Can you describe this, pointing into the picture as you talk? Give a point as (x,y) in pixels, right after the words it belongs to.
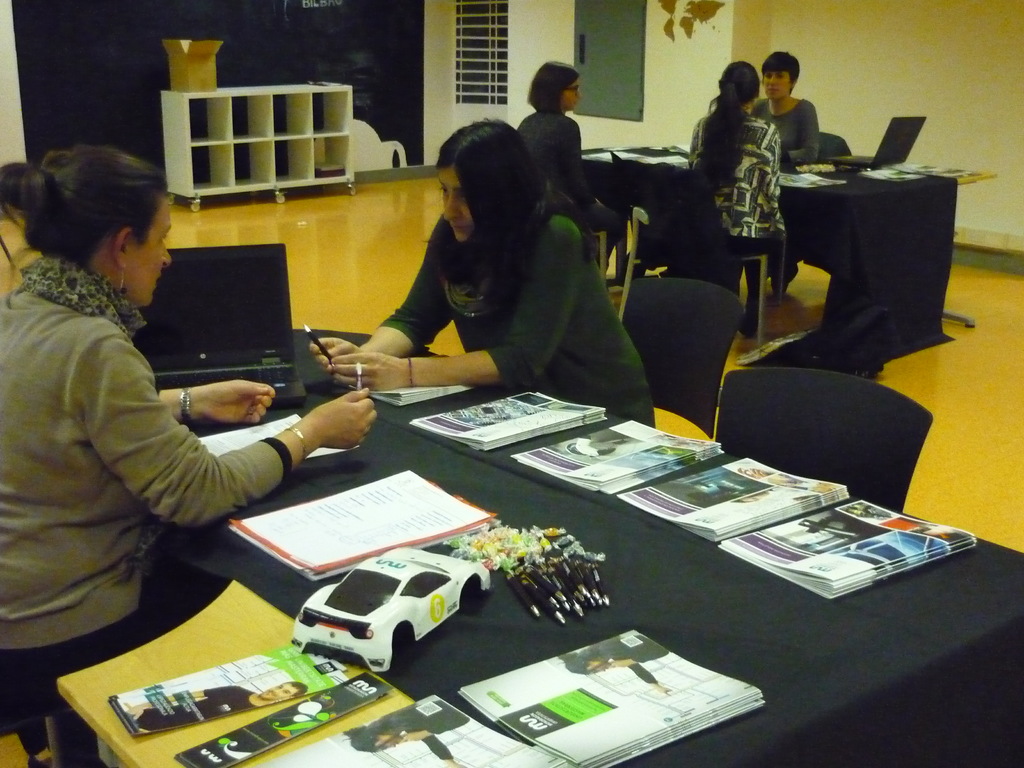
It is a closed room (729,30) there are two black color tables (506,596), on the first table (282,587) there are two people (282,450) sitting in front of it, on the table (507,469) there are some magazines (565,473) and a laptop (264,261), in the second table (834,211) also there is a laptop (891,133) and few magazines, to the left side (316,64) there is a shelf (221,194) and a black color wall (146,38) behind it.
